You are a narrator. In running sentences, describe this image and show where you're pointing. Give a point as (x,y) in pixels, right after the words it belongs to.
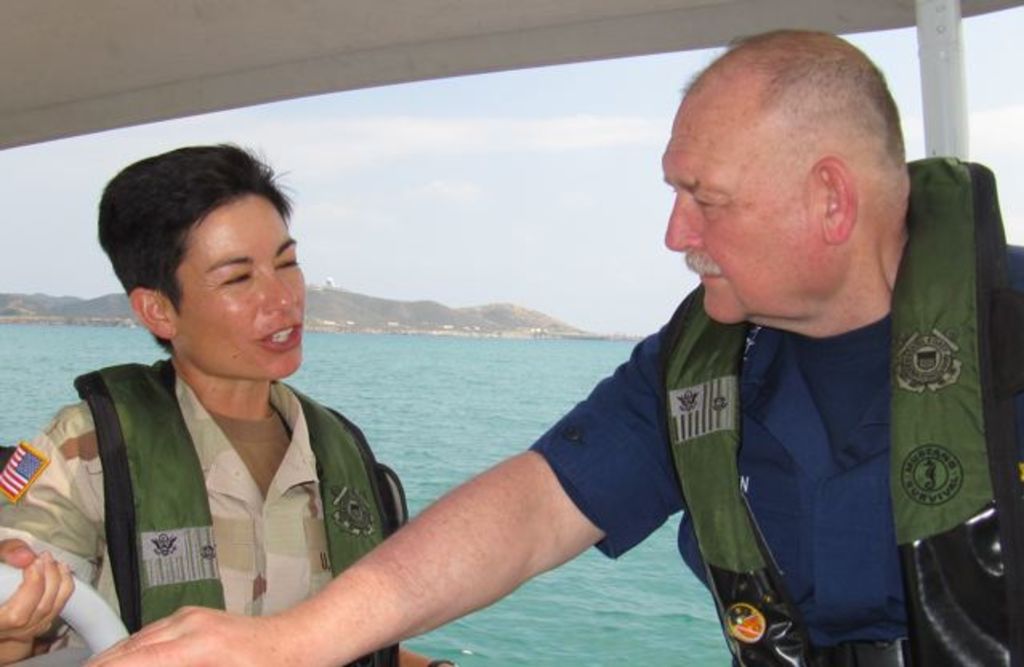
In this picture we can see the sky (509,231), hills (369,309) and the water (478,385). We can see the white stands (17,565). We can see the people (301,494) wearing life jackets (963,447) and it seems like they are discussing something. We can see a person (49,568) on the left side (49,568) is holding a white stand (8,590).
